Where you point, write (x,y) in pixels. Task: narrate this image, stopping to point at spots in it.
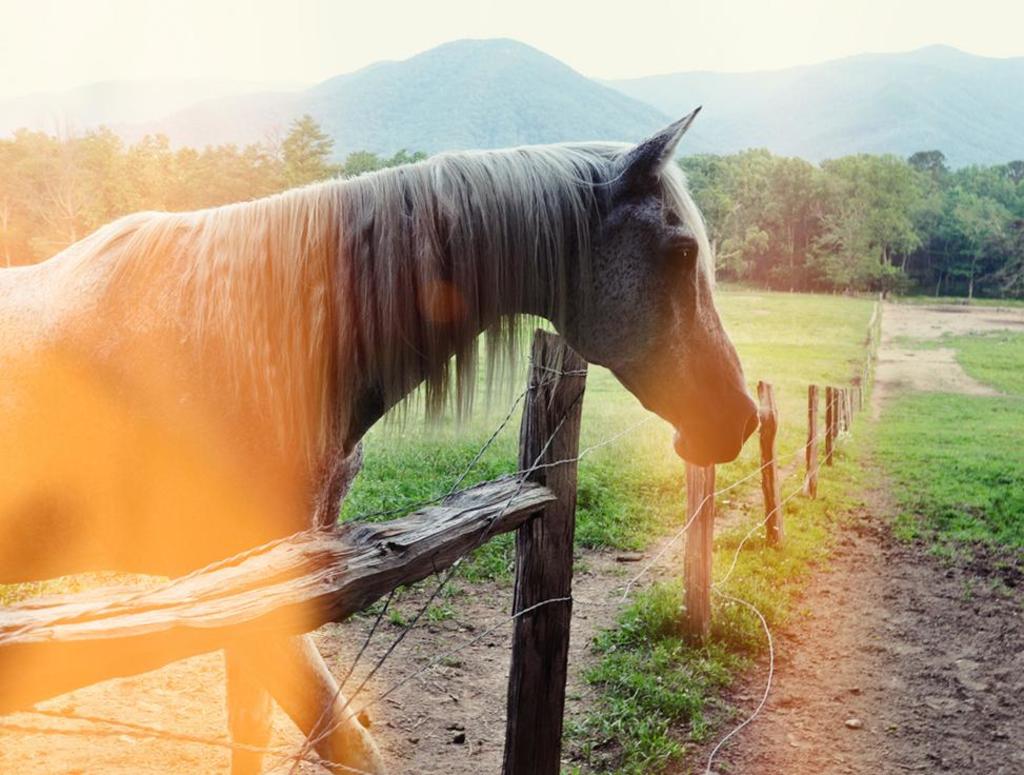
In the foreground (291,239) I can see a horse (458,267), grass (757,630) and a fence (766,490). In the background (207,175) I can see trees (971,288), mountains (212,131) and the sky (202,62). This image is taken in a field (574,632).
